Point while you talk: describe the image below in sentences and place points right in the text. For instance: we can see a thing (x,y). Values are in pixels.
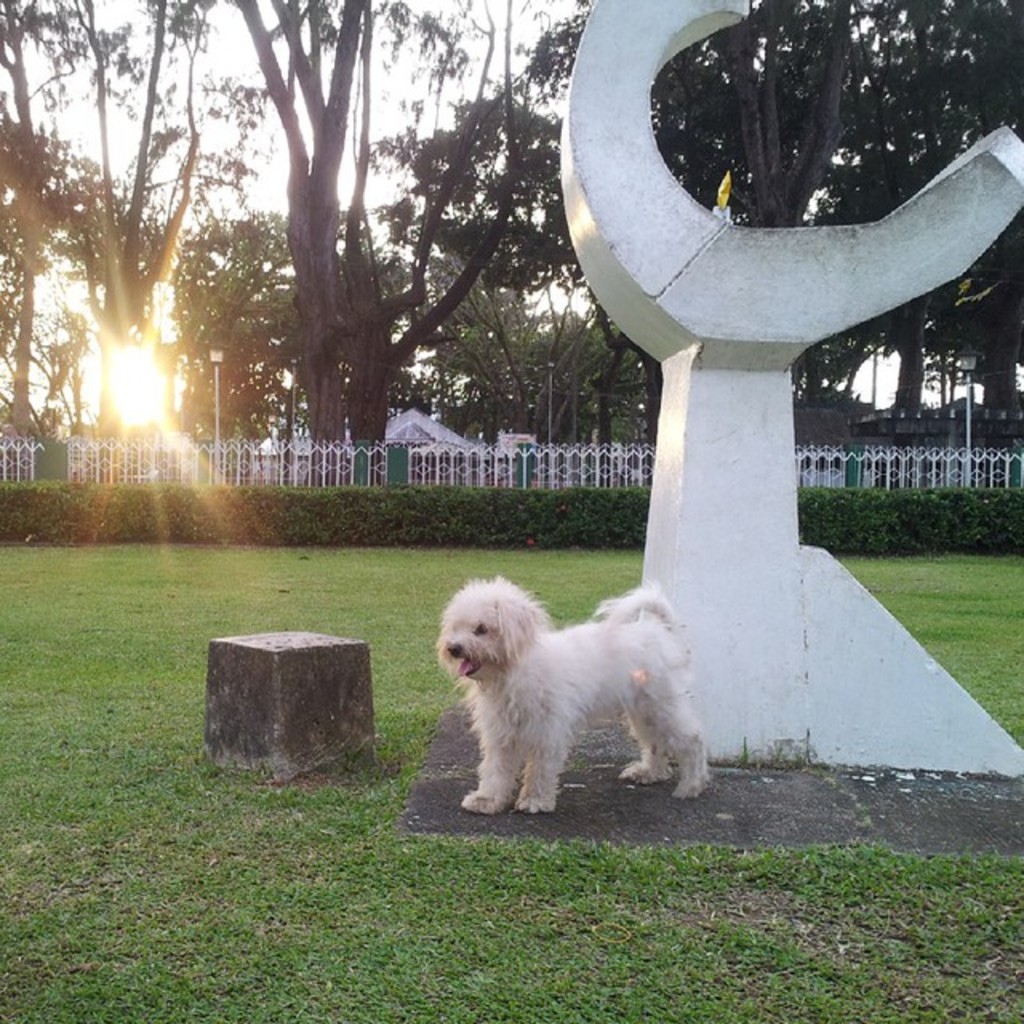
In this image we can see a dog (577,662) on the ground (547,868). To the right side of the image (806,708) we can see a statue (755,559). In the background (76,452), we can see a fence (527,465), group of poles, trees (325,131) and the sky (235,90).
